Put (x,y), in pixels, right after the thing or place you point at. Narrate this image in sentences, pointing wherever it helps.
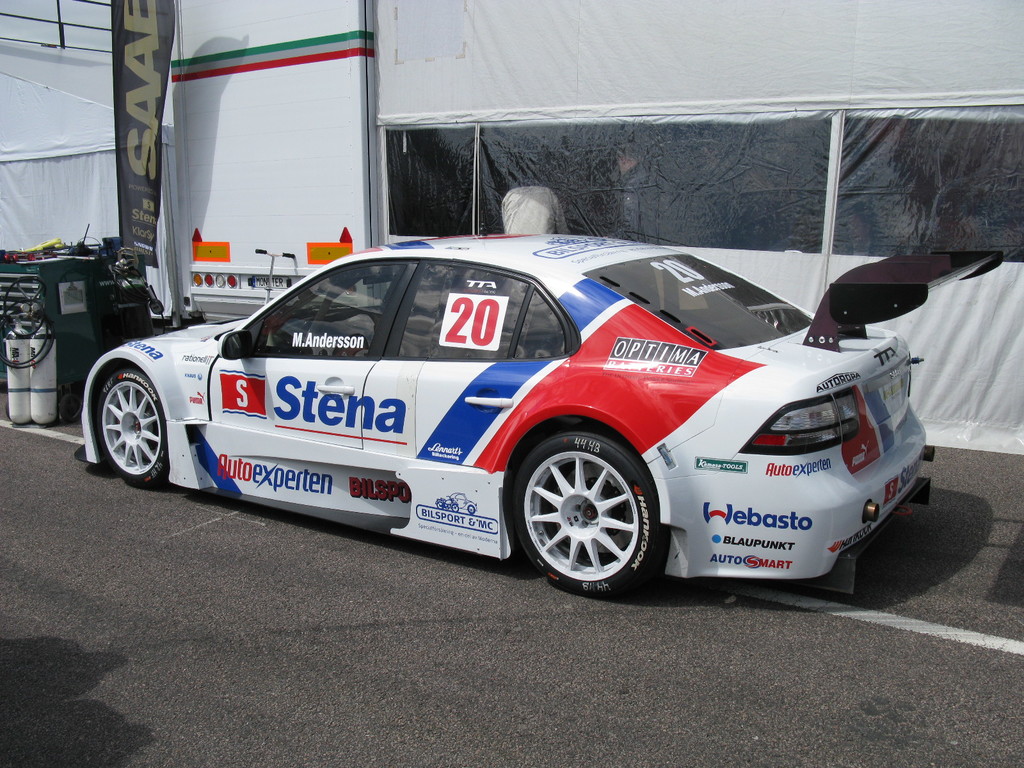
In this image, we can see a car (575,512) on the road (445,622). In the background (34,379), we can see banner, rods (170,301), wires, cylinders (27,397) and some objects (75,283). We can see transparent sheets (743,216). Through the sheets (735,206) we can see an object (519,223).
